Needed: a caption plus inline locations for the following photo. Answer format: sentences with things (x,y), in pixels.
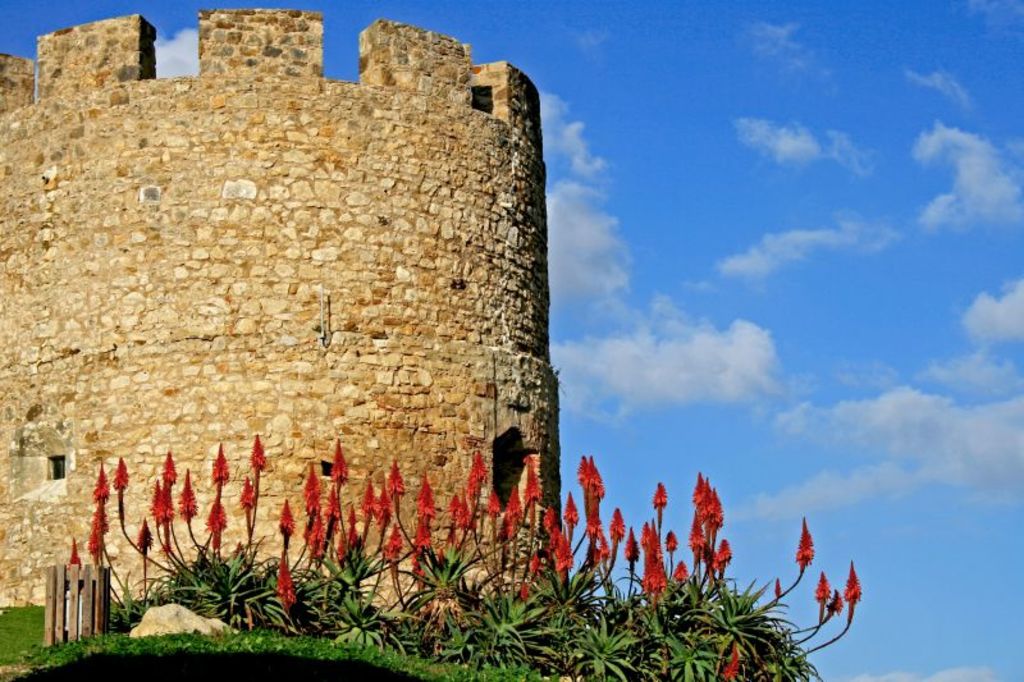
In this picture we can see some plants (496,603), flowers (213,517) and grass (338,660) in the front (326,583), on the left side (291,288) there is a stone wall (356,421), we can see the sky (716,63) at the top of the picture (672,93).
